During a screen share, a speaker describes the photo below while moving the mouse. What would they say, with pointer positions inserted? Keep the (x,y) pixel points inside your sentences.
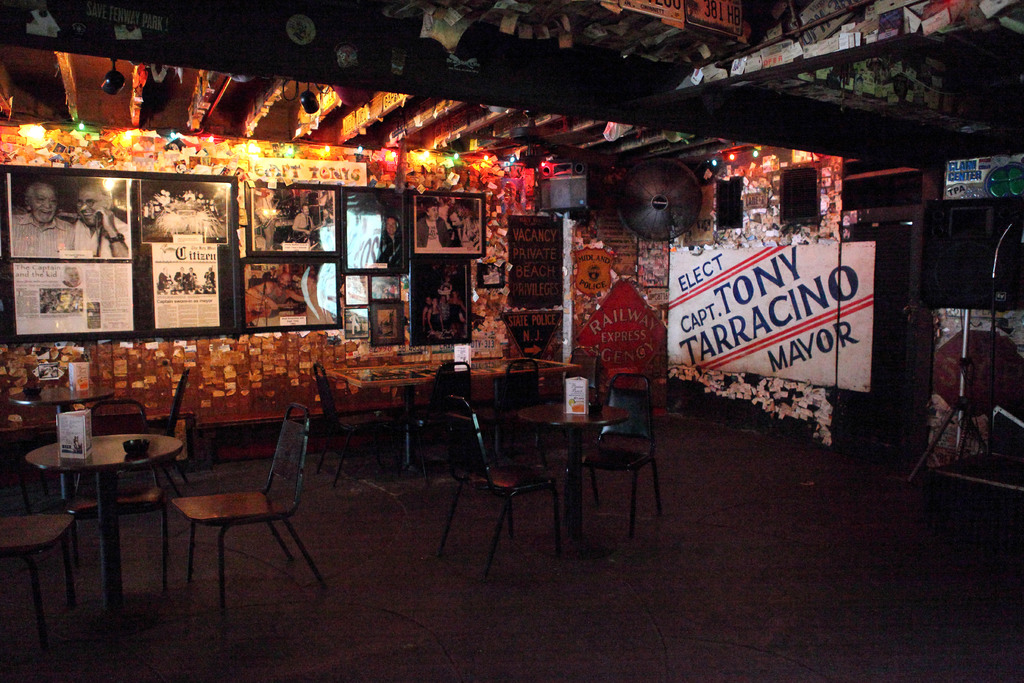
There are tables (548,364) and chairs (134,413). On the table (45,400) there are boxes (569,384). On the wall (238,230) there are photo frames (301,282). On the ceiling (228,57) there are lights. Also there is a banner (684,305) with something written. On the right side (964,280) there is a speaker (971,301) with stand (966,380). On the wall (597,297) there are many things (550,294) written. And there are some papers (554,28) pasted on the wall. On the corner of the room (673,184) there is a fan (649,188) on the wall (605,197).
